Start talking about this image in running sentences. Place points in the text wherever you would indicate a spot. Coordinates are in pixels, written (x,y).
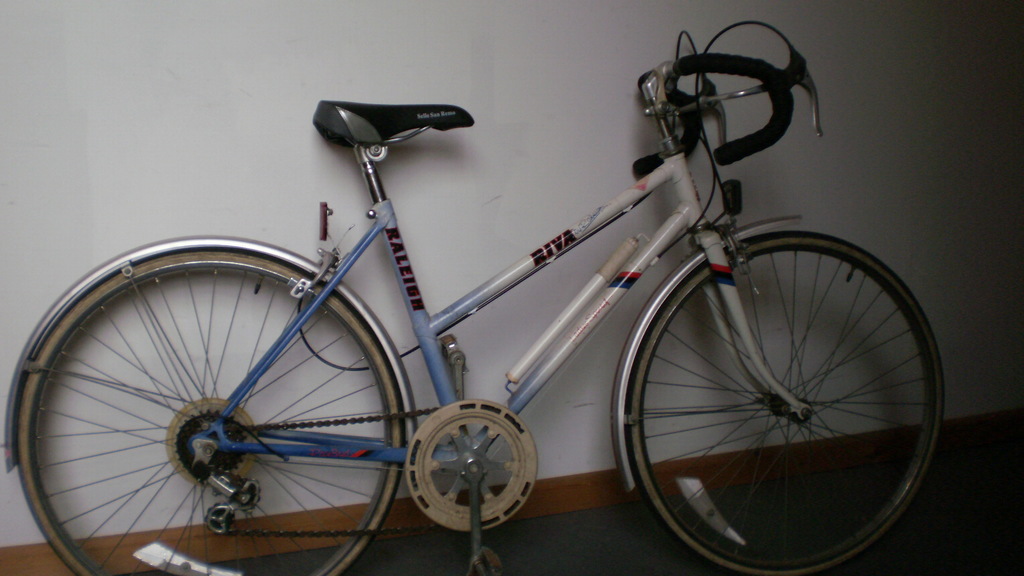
This image consists of a bicycle (393,500) is kept in a room (105,116). In the background (253,87), there is a wall (340,150) in white color. At the bottom (558,569), there is a floor (567,571).
